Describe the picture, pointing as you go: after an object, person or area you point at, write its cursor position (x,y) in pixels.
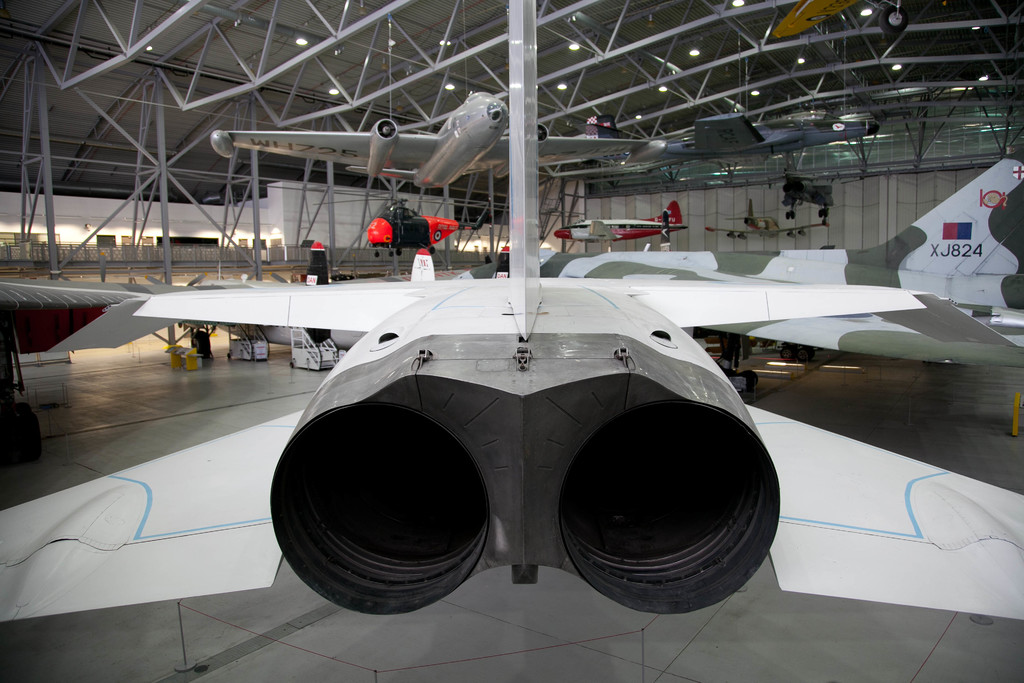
In this image I can see number of aircrafts (521,274). In the background (243,195) I can see few poles (54,203) and on ceiling (354,18) I can see number of lights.
